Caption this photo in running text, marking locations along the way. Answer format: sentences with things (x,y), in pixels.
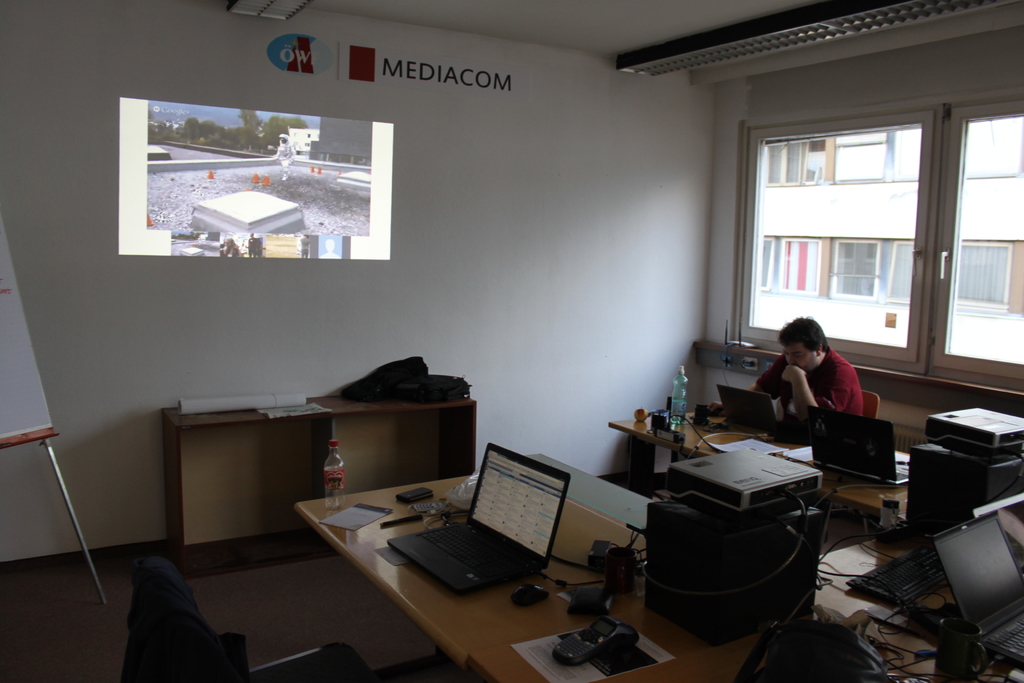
It is inside an office (264,655) there are some computers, laptops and keyboards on the table (562,569), a man (840,396) is sitting on the chair (866,404) to the right side (861,393) he is wearing red color shirt (787,385), on the wall (19,116) there is a projector (263,165) and also the company name (341,68), the wall (609,246) is of white color, in the background (830,177) there is a window (861,172) and outside the window (927,247) there is building (905,234).
